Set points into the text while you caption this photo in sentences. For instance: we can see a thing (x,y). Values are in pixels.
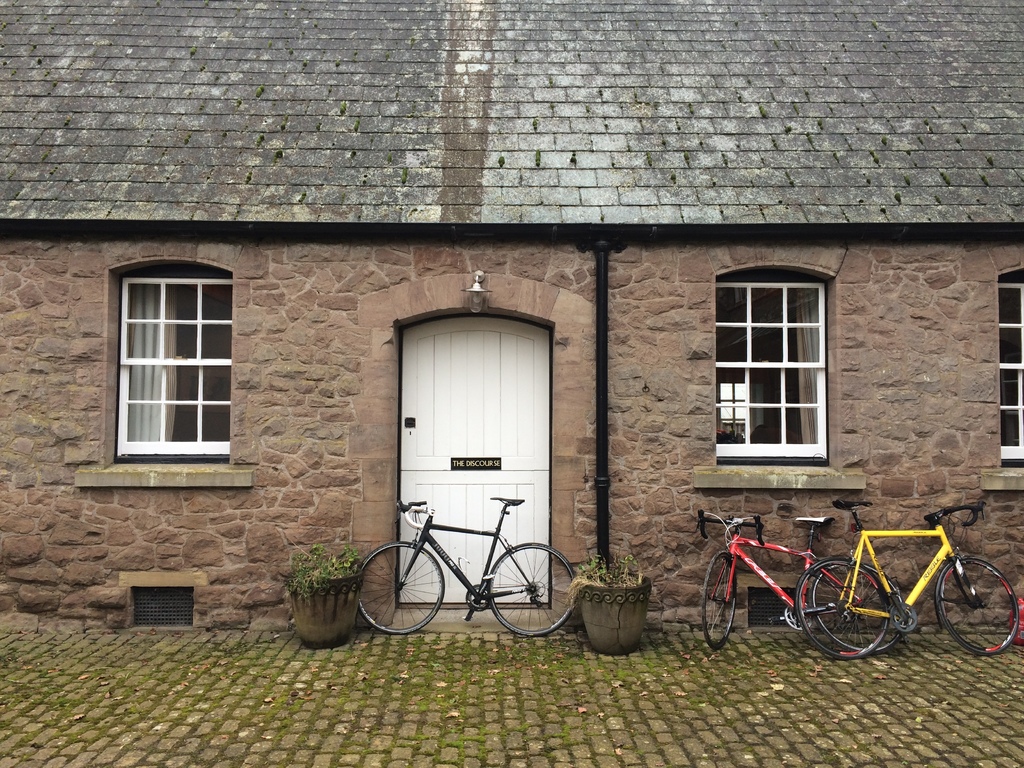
This picture is clicked outside. In the center (427,504) there are some bicycles (889,534) parked on the ground (694,695) and we can see the house plants (315,576) placed on the ground (476,657) and there is a house (918,188) and we can see a wall mounted lamp (478,297), white color door (452,393), windows (213,285) and curtains (804,293).
